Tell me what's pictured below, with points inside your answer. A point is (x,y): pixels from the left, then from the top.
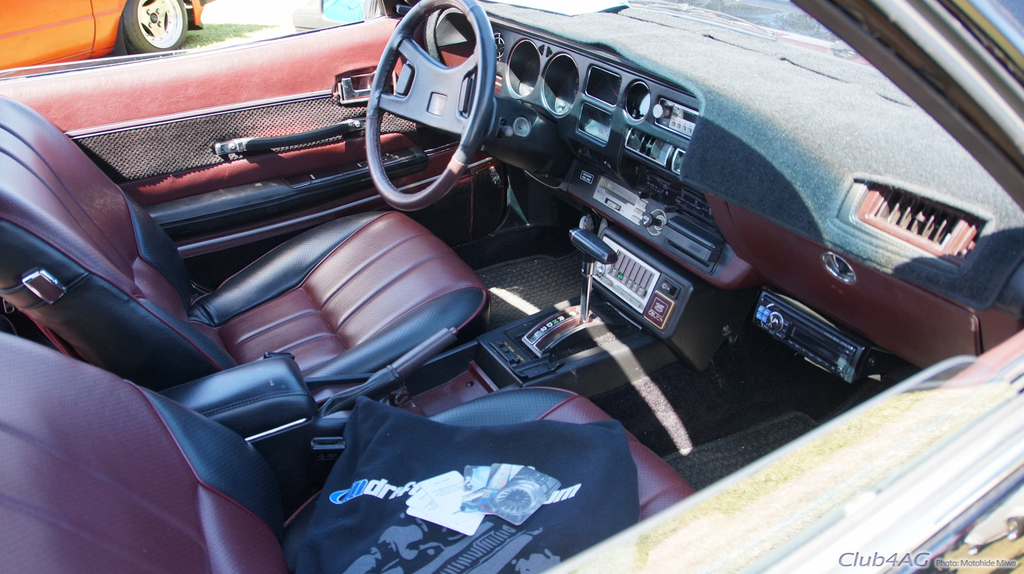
This is a zoomed in picture of the car (601,113). On the left (277,347) we can see the seats (237,297) and there is a black color object (598,458) placed on the seat (504,412). On the right (875,226) there is a steering wheel (423,85), door (280,50), windshield (763,23) and some other parts (621,172) of the car (669,292). In the background (71,40) there is an orange color car (74,27) seems to be parked on the ground (219,19) and we can see the small amount of green grass (224,31).
